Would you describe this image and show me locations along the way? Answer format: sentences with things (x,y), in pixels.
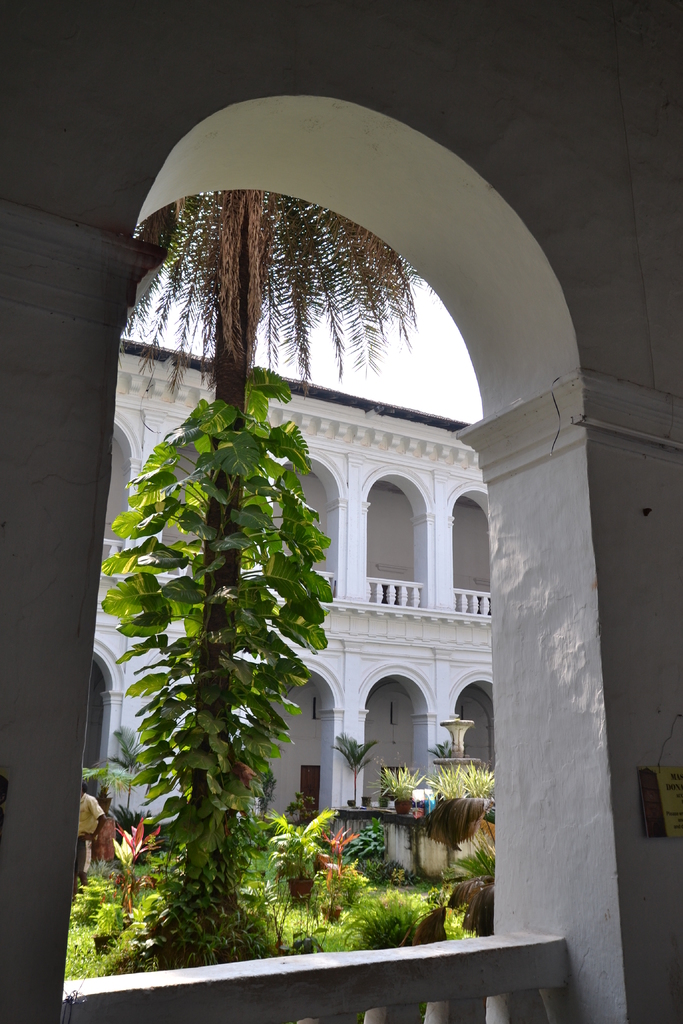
In this image in the center (256,612) there is a tree (233,536). In the front (365,962) there is a balcony (420,974) and there is an arch (546,536). In the background (348,612) there is a building (339,575) and there are plants (192,860) and there is grass (75,951) on the ground (79,936) and there are persons (97,836) visible.
